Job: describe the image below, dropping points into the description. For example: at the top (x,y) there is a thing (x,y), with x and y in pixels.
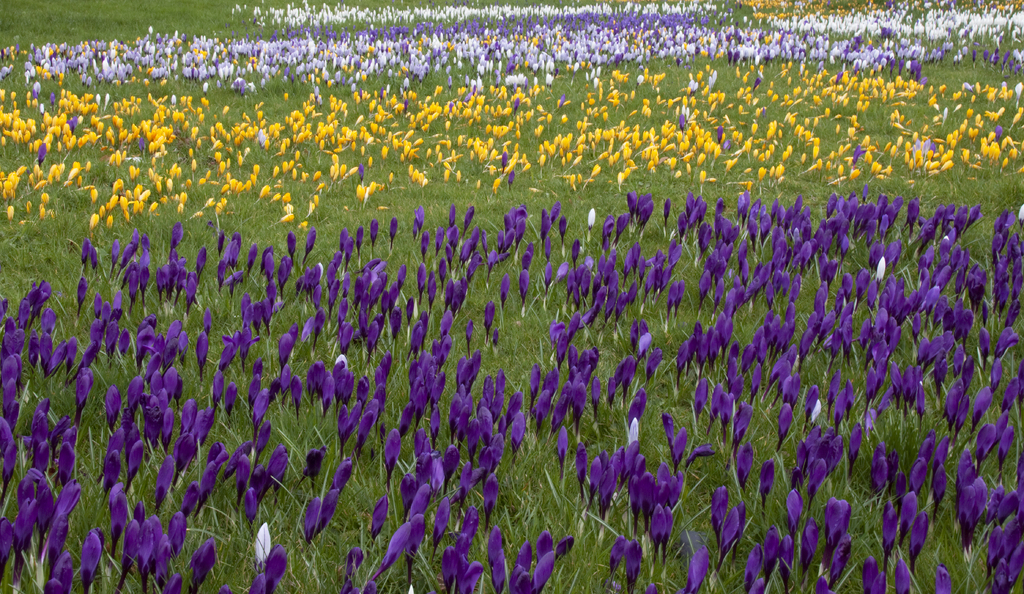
In the picture we can see a grass surface (981,179) on it, we can see grass plants (336,194) and flowers (42,291) to it which are blue in color, white, yellow and violet color.
